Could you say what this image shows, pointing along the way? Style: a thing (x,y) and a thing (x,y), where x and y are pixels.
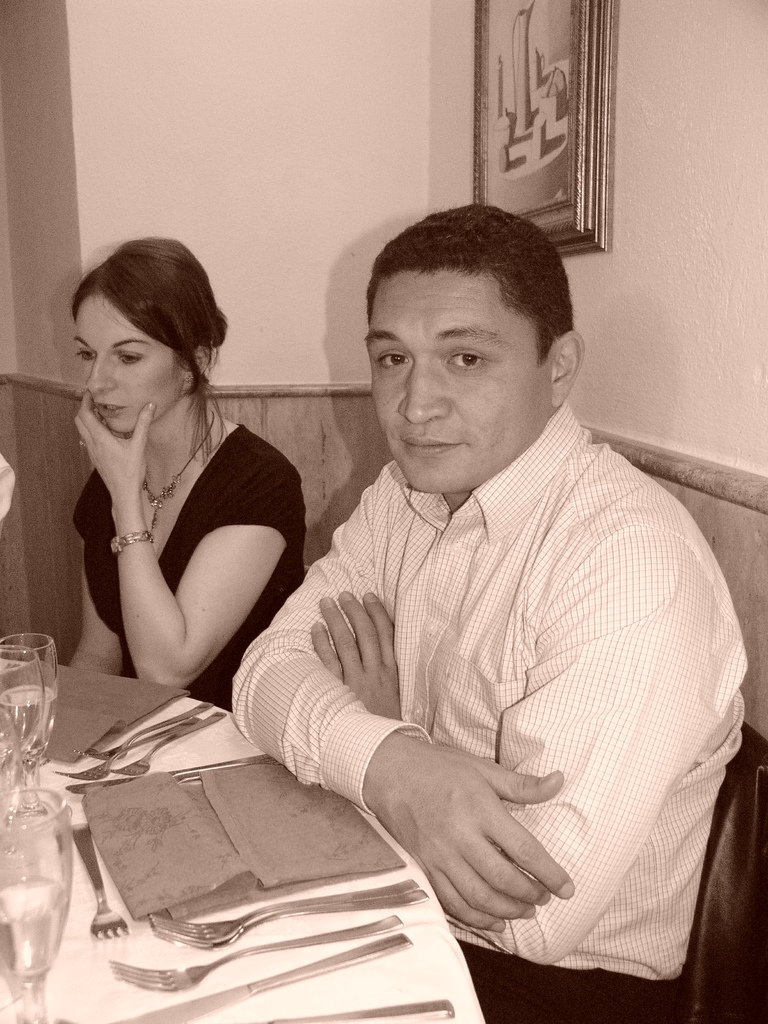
There is a man (425,626) and woman (192,619) sitting around the table (352,1006). There is napkin (293,830) and forks (392,921) and glass (15,815) with water (3,934).
